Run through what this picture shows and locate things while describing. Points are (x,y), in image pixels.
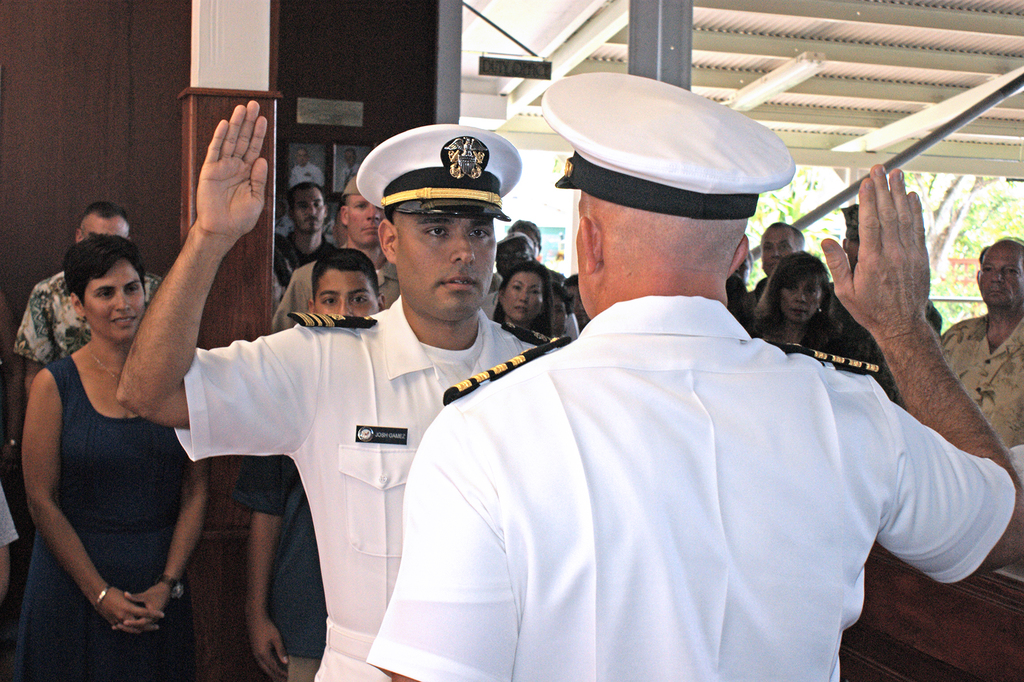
In this picture I can see few people (464,199) are standing and couple of them wearing caps (446,187) on their heads (436,315) and raising their hands (210,198). I can see photo frames (340,177) on the wall (313,134) and I can see trees (810,180).
